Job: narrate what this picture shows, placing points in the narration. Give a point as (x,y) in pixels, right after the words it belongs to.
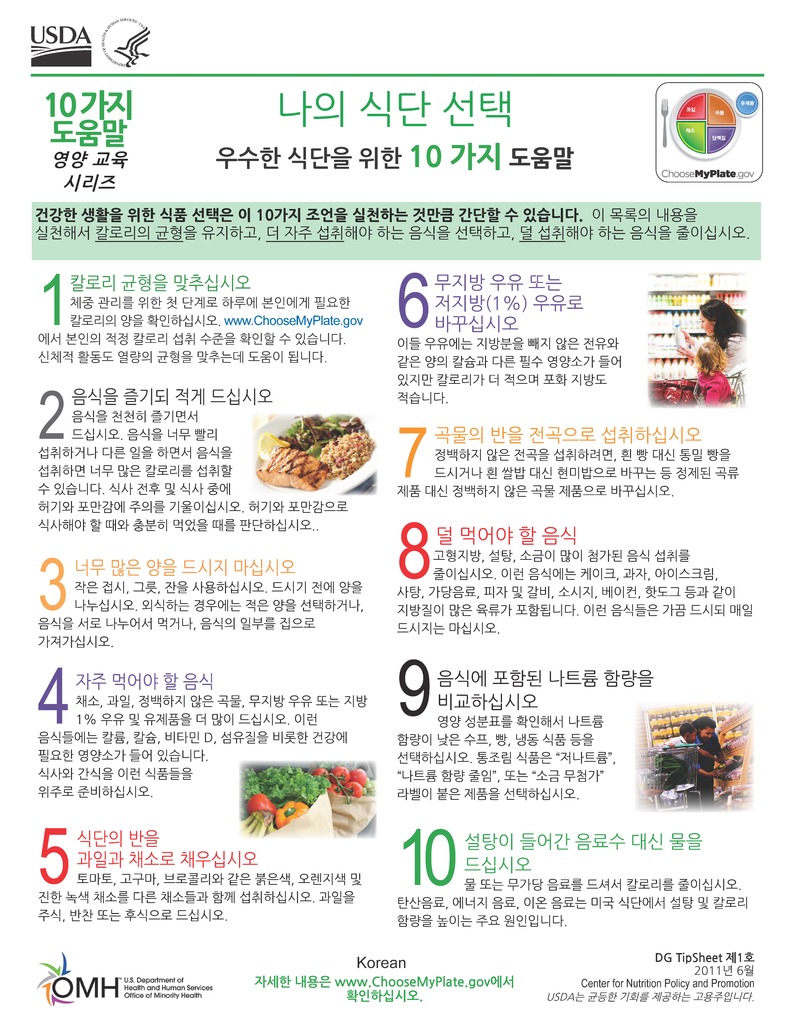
This image looks like a printed image of a magazine, in which I can see a text (412,596), vegetables (305,804), fruits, bottles (678,376) in racks (690,290) and four persons (694,725).
